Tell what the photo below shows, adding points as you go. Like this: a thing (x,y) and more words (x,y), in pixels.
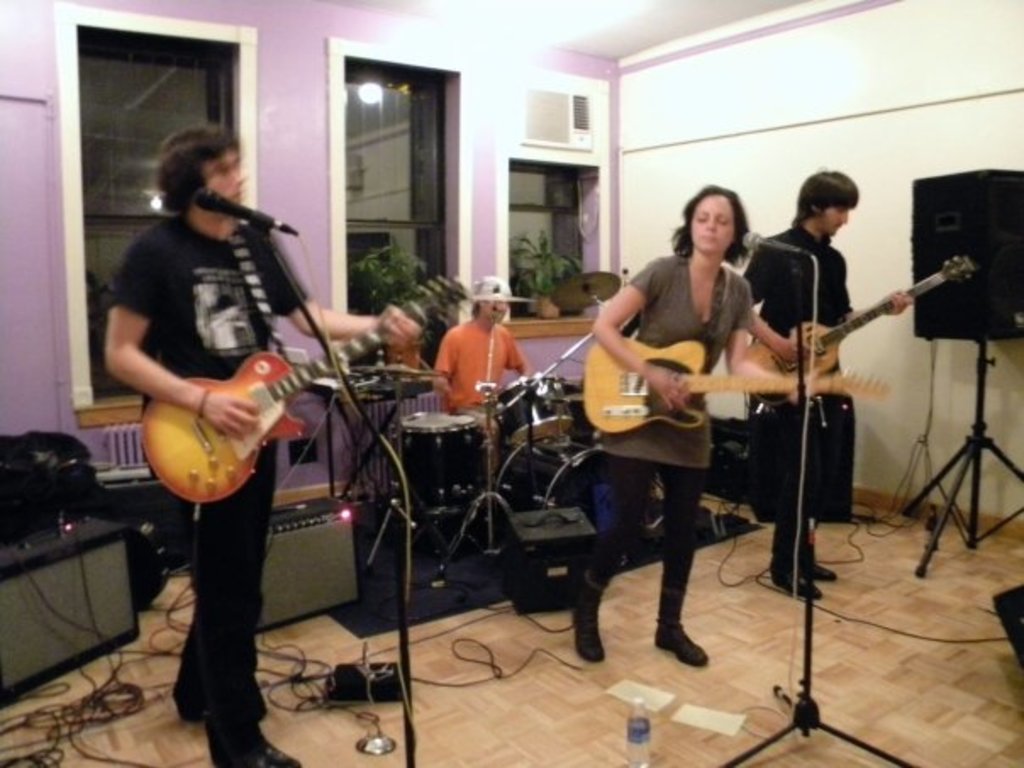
In this image I can see the group of people (668,338) playing the musical instruments (572,468).
